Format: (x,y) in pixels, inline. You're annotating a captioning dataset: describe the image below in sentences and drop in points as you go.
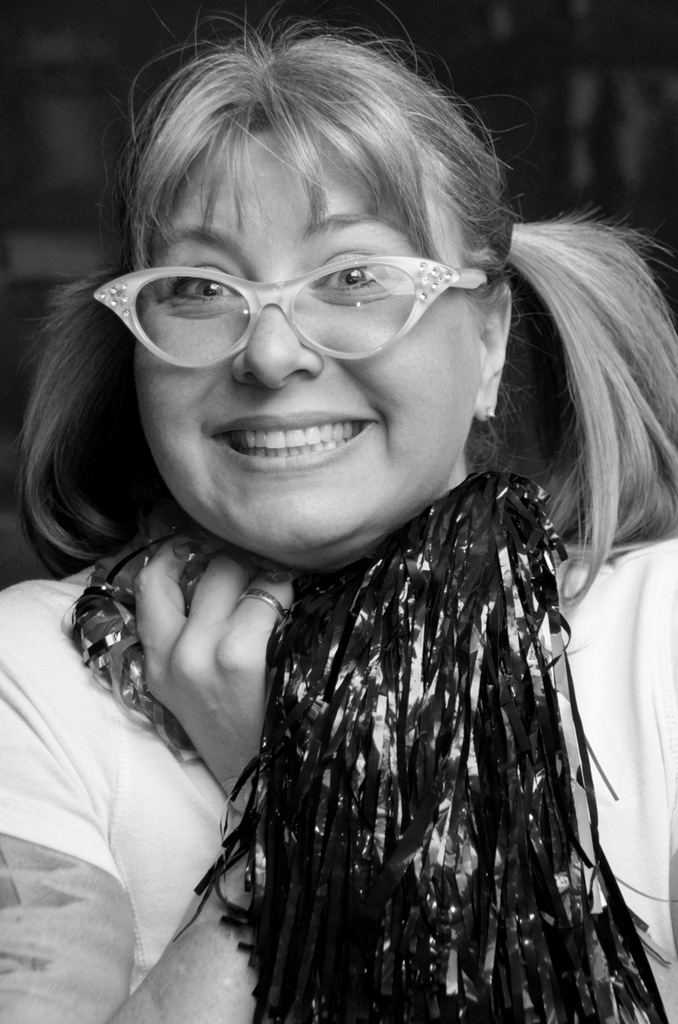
In this image I can see the black and white picture of a woman (287,435) wearing white colored dress (167,766) is smiling and holding a black colored object (437,714) in her hands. I can see the blurry background (576,155).
